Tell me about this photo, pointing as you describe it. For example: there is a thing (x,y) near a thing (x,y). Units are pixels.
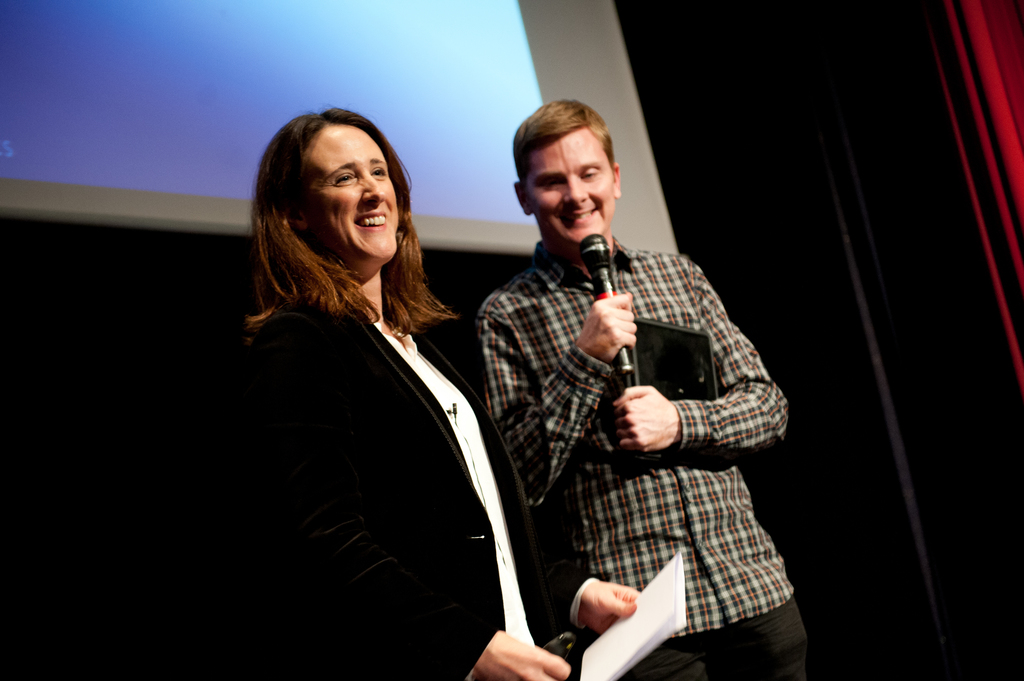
In this image I can see two people (503,415) are standing and smiling. One is man (500,386) and one is woman (427,425). The man (595,374) is holding a mike (612,285) and some other object (690,376) in hand (620,345). The woman (500,564) is holding a paper (632,627) in her left hand (623,618). On the top of the image (967,147) there is a red color curtain (989,134).
